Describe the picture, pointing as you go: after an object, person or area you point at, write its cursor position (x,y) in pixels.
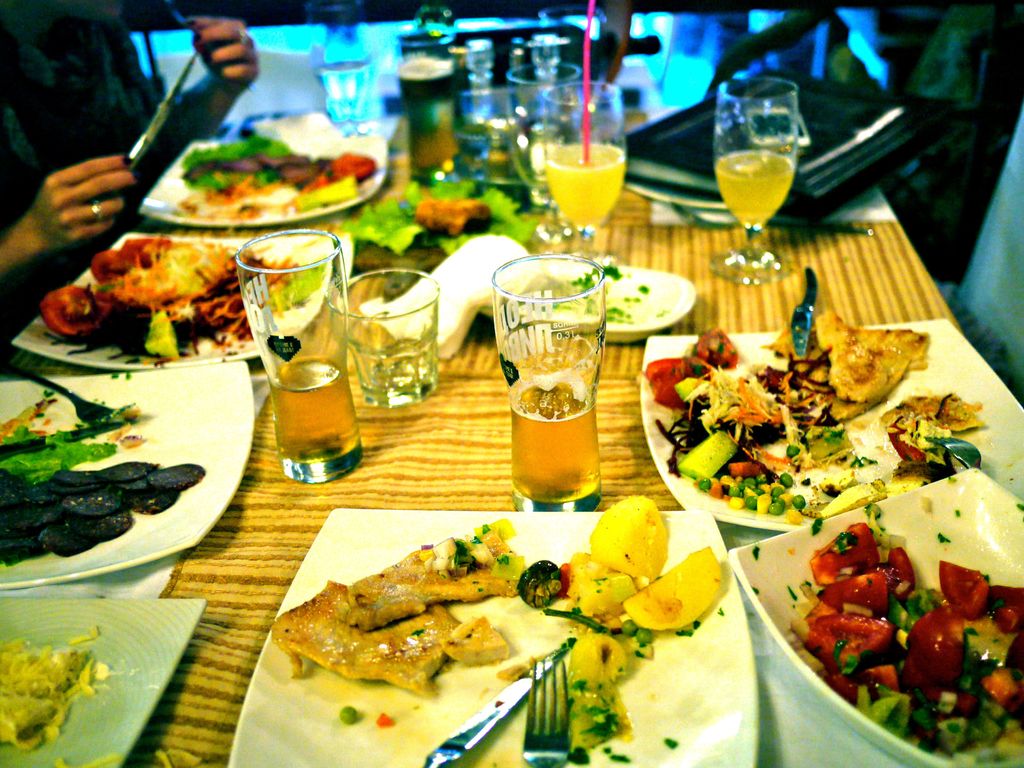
This is a picture taken in a room (160,56). A person (72,154) is sitting on chair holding a knife (141,134). In front of the person (94,121) there is a table (240,517) on the table (237,536) there are plates (208,383), forks (548,725), knives (447,751), glasses (520,348), straw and some food items (706,464) and also on the table (802,286) there is a black color file (844,141).
